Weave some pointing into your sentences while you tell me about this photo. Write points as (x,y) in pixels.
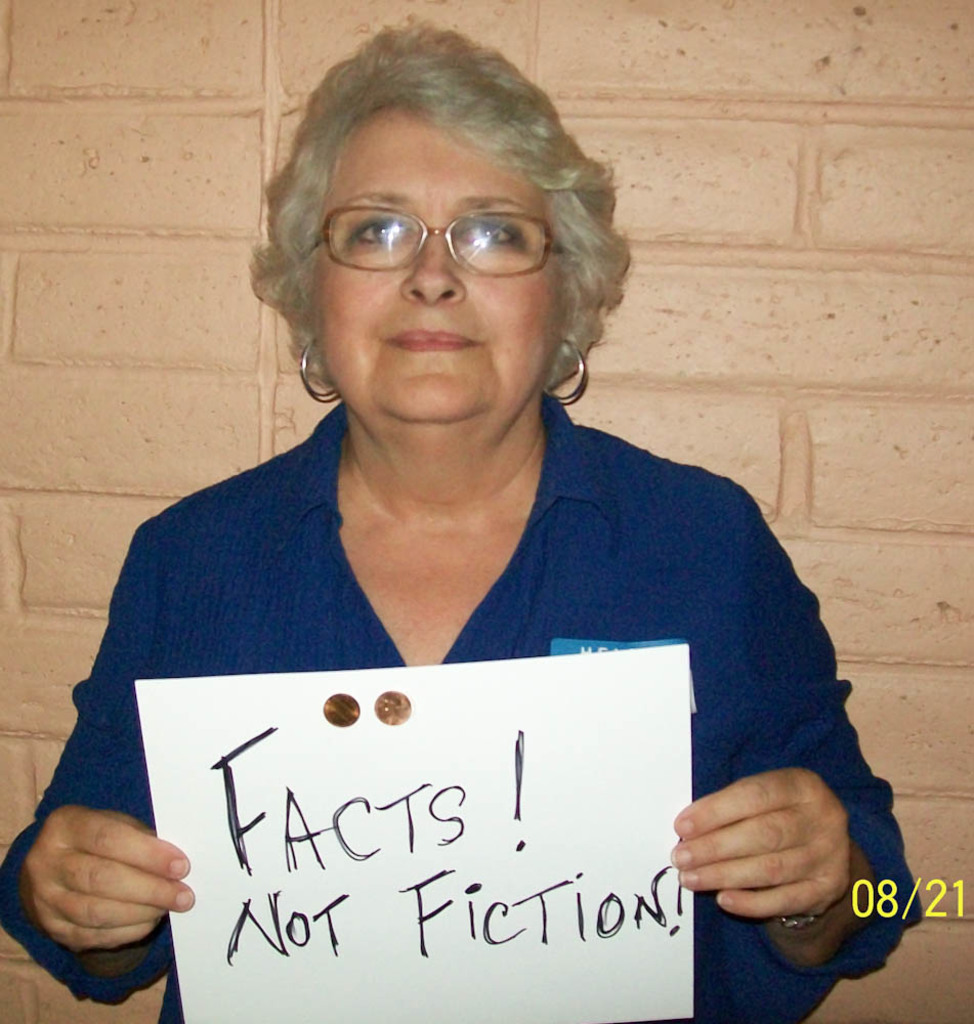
In this image we can see a lady (712,874) standing and holding a board (235,905). In the background (850,483) there is a wall (57,260).
